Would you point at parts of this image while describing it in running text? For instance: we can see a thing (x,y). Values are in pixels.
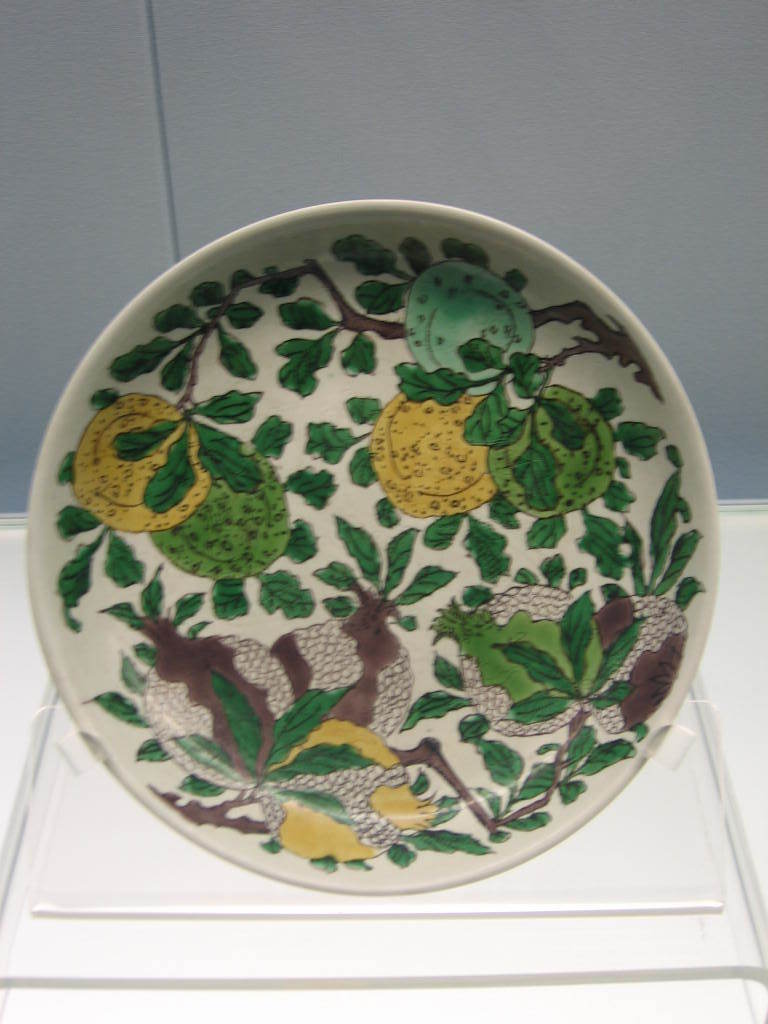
In this picture we can see a plate (256,282) on the surface (732,591) with design (465,292) on it and in the background (224,111) we can see the wall (412,91).
